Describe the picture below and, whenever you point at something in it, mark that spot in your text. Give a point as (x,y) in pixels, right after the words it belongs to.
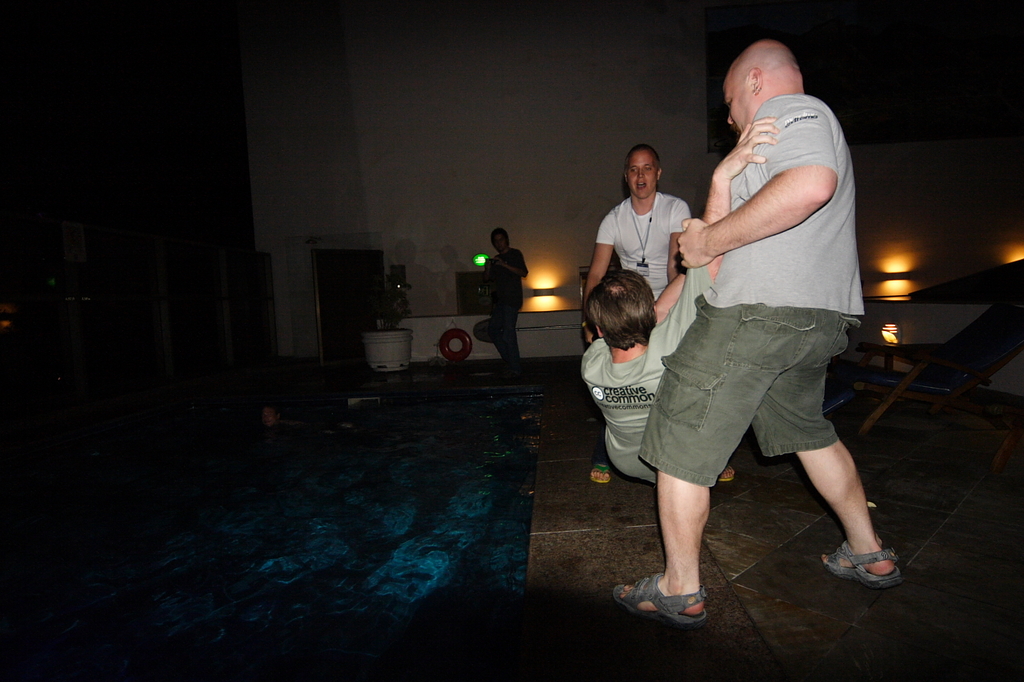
This is an indoor picture. In this image there are people (839,220), a swimming pool (434,453), lights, chair (1020,306), swimming tube (463,340), walls (472,317), plant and objects (485,300). Lights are on the wall (522,312). Among them one person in water (96,442), one person (506,286) holding an object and the other two people (648,172) lifting a man (615,370).
